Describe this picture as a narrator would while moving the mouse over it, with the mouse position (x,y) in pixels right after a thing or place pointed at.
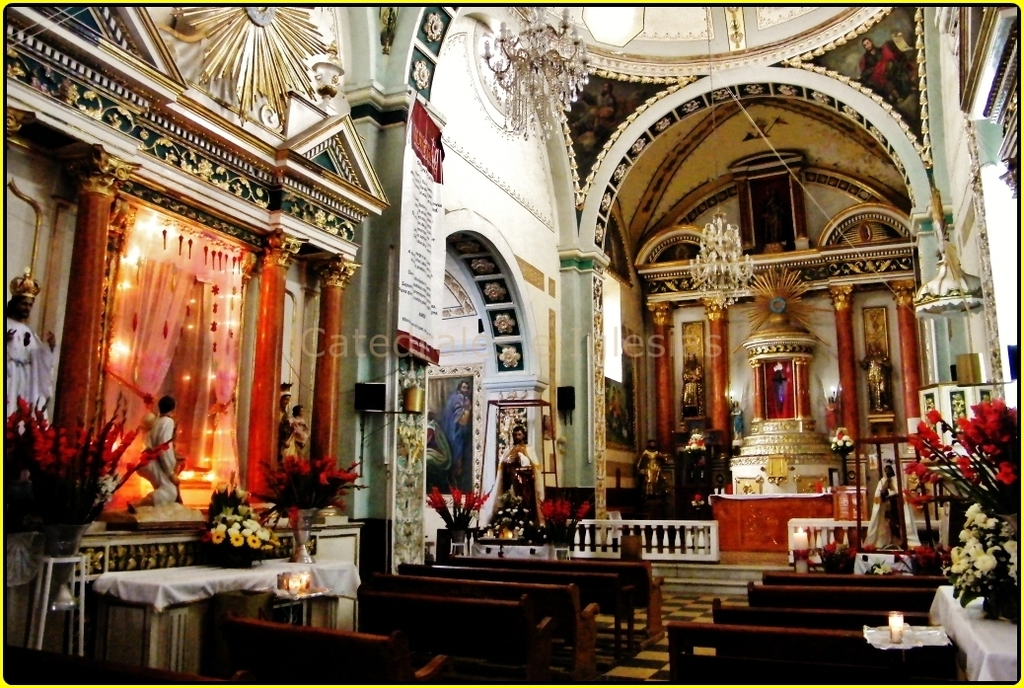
In this image, we can see the inside view of the church (588,510). In this image, we can see some sculptures (291,428), photo frames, pillars (276,368), curtains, wall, flower bouquets (1000,419), tables (102,593), railings (658,552), benches (632,570), banner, some decorative items (757,432). Top of the image (540,103), we can see chandeliers (504,78).
